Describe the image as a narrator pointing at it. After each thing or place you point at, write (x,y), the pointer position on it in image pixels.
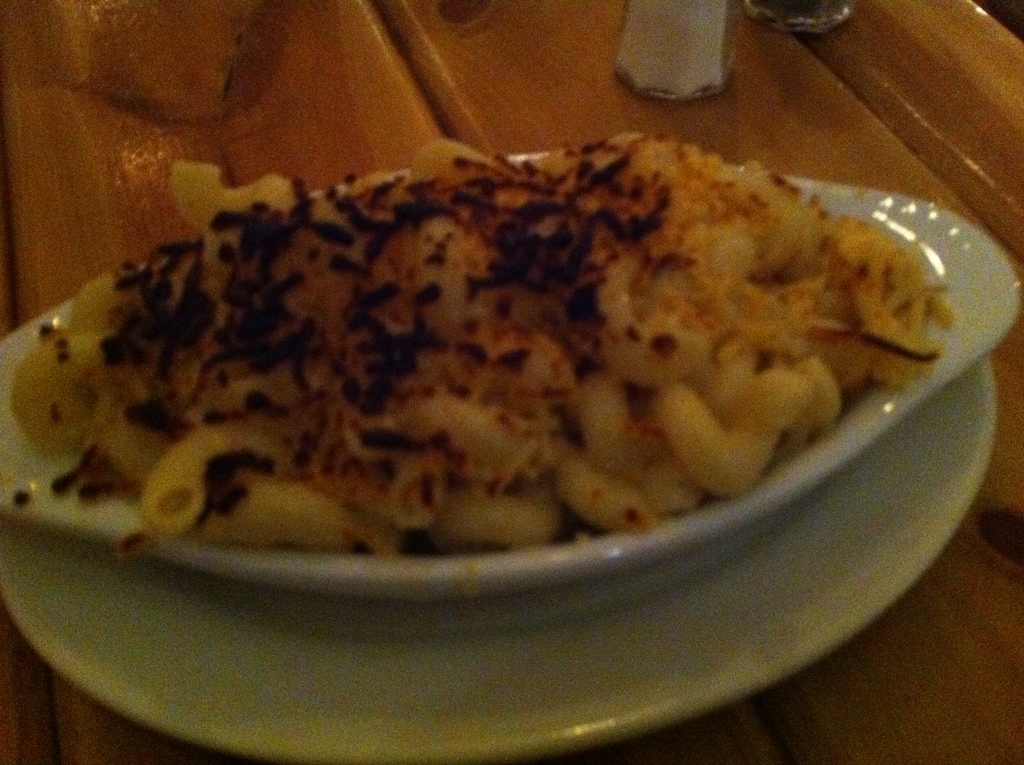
In this image we can pasta (656,271) is decorated in a white color dish (704,570).
